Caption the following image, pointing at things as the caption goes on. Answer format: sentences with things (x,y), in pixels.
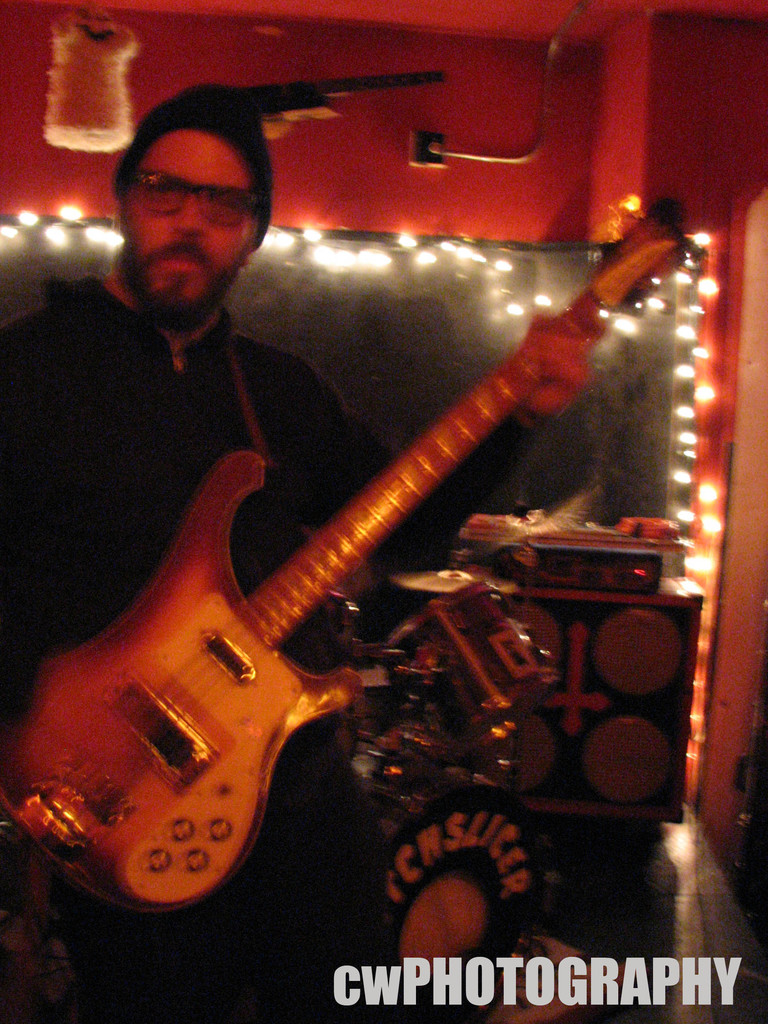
In this image there is a person (138,410) wearing black color dress (199,389) and black color cap (252,167) playing guitar (58,676) and at the background of the image (540,624) there is a box (551,614).
